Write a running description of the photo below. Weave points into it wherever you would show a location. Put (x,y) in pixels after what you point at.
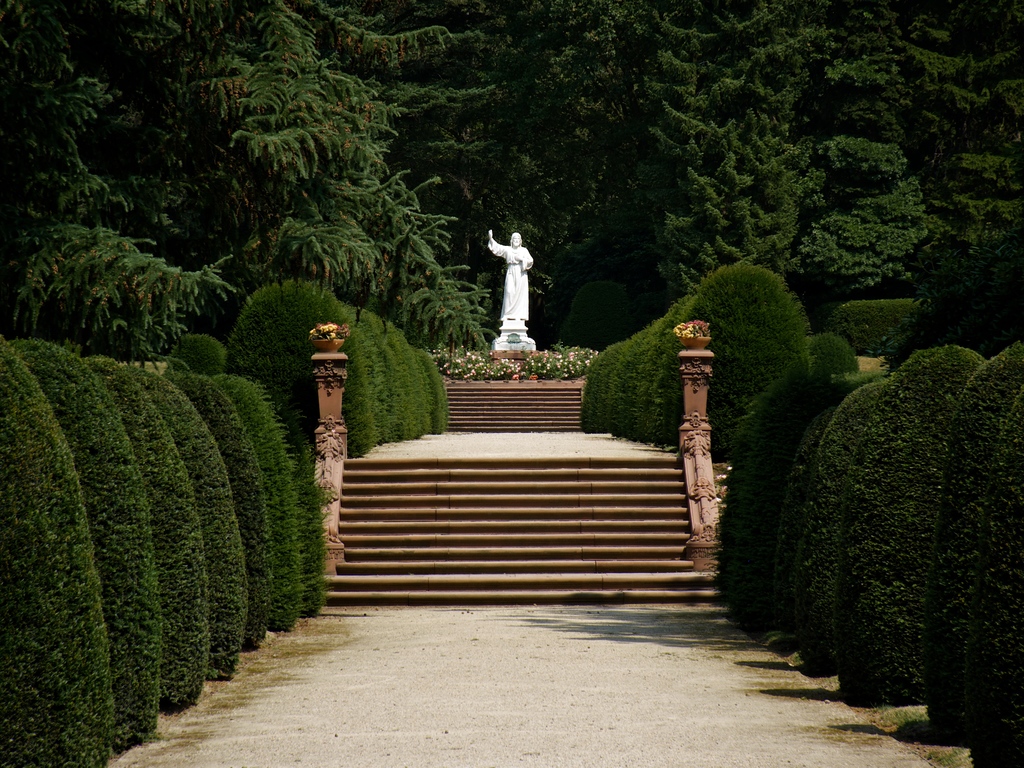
In the given image i can see a sculpture (522,342), flowers (467,375), trees (737,30), plants (469,357) and stairs (401,561).
